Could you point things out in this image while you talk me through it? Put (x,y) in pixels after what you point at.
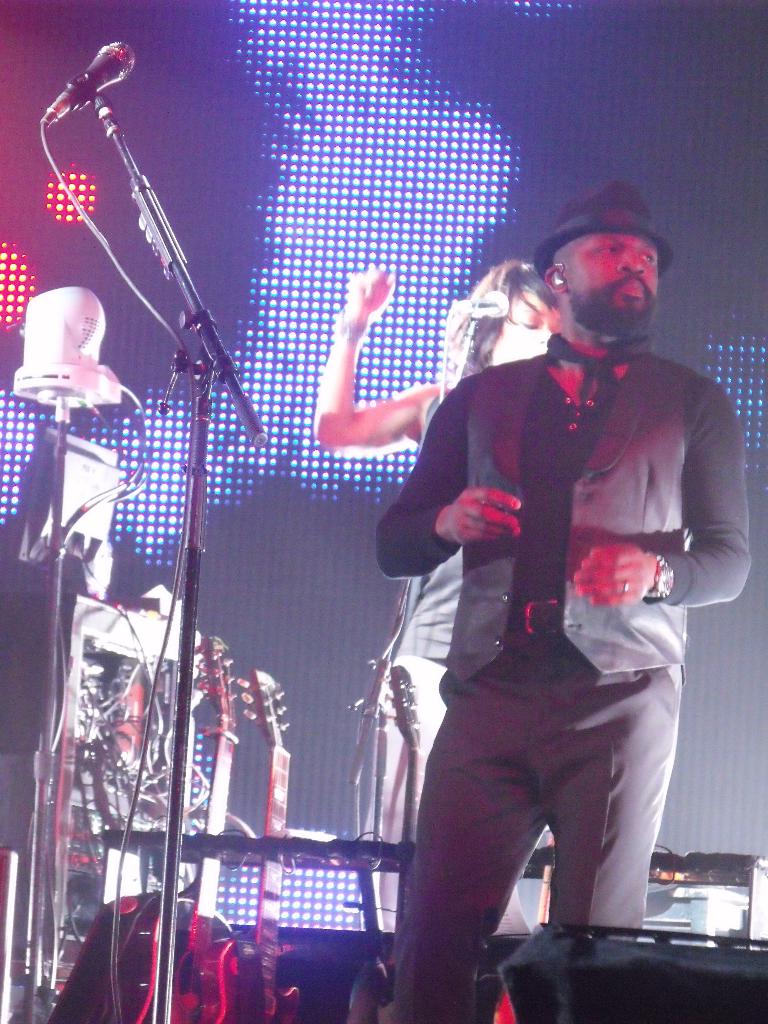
In this image I can see two people (571,560) with black and grey color dresses (517,551). I can see one person (555,282) is wearing the hat (605,230). To the side of these people (613,235) I can see the mic (206,499) and some musical instruments (211,899). In the back (301,183) I can see the lights (273,309).
